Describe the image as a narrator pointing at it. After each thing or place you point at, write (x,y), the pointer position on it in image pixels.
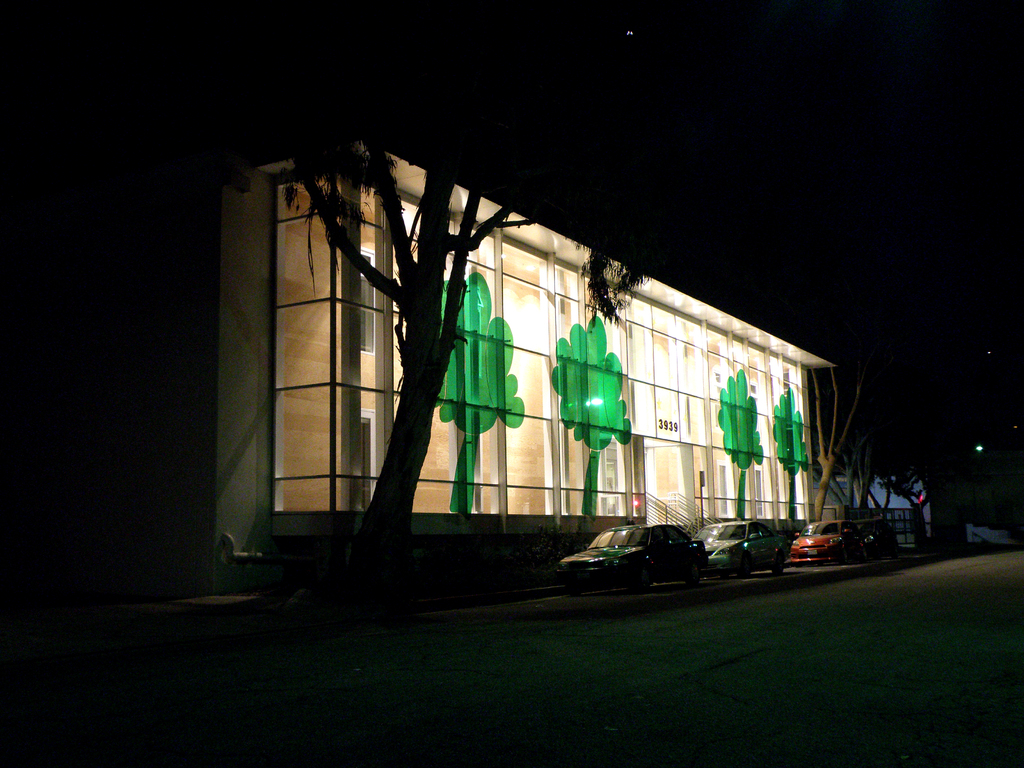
In this image there is a building (548,370), in front of the building (666,425) there are trees (427,355) and a few vehicles (689,551) are parked. The background (1015,434) is dark.
